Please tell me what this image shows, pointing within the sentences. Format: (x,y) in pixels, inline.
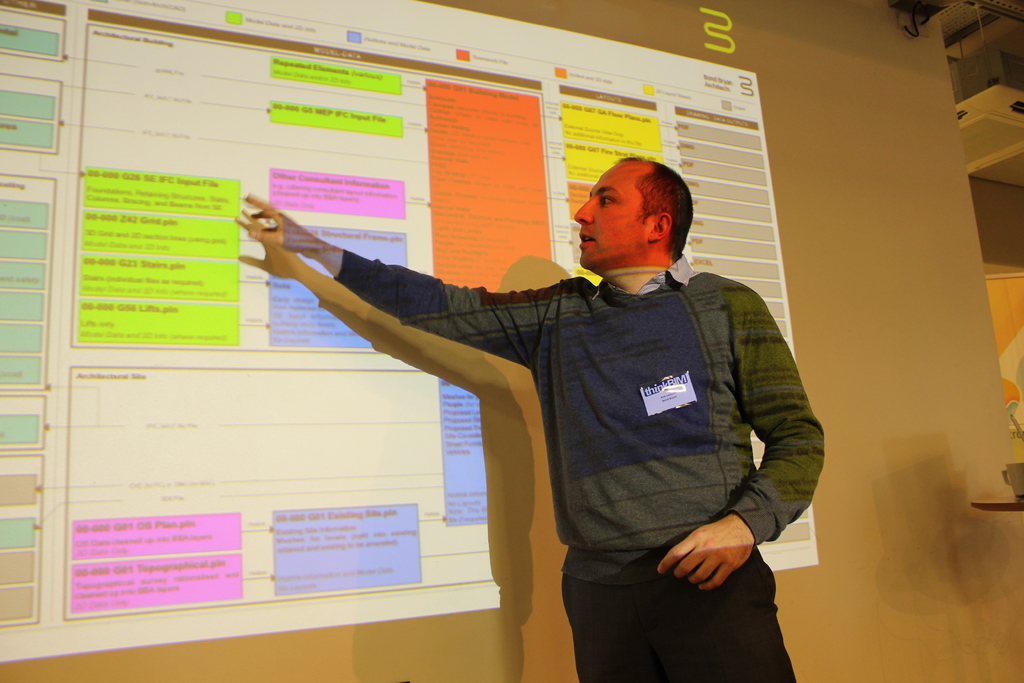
In this picture we can observe a person (615,365) standing and explaining something which was displayed on the projector display screen (229,126). We can observe pink, blue and red color boxes (351,203) on the screen (410,164). In the background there is a wall (855,450).
